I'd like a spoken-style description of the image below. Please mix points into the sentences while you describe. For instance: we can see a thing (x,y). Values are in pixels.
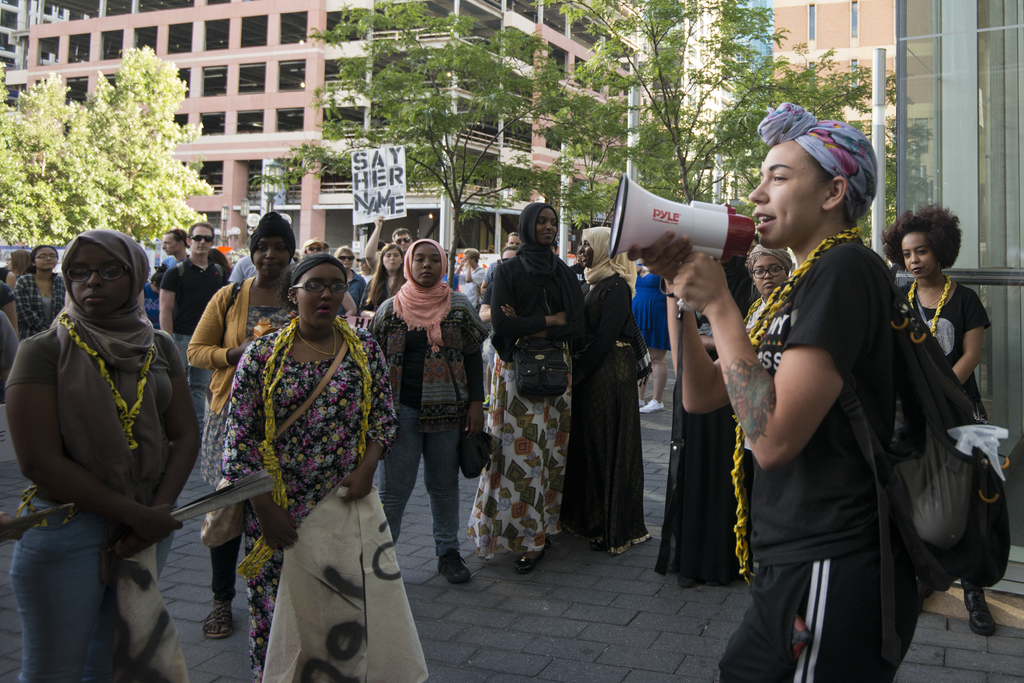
In this picture there is a woman (818,147) who is wearing scarf (793,138), t-shirt (862,472), trouser (865,663) and bag (994,484). She is holding a speaker (710,206). Besides her I can see many women (640,433) are wearing the scarves (427,302). In the background (109,150) I can see the trees (109,150), poles (878,220) and buildings (240,118). On the left (215,331) I can see some peoples (399,236) were standing near to the poster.
